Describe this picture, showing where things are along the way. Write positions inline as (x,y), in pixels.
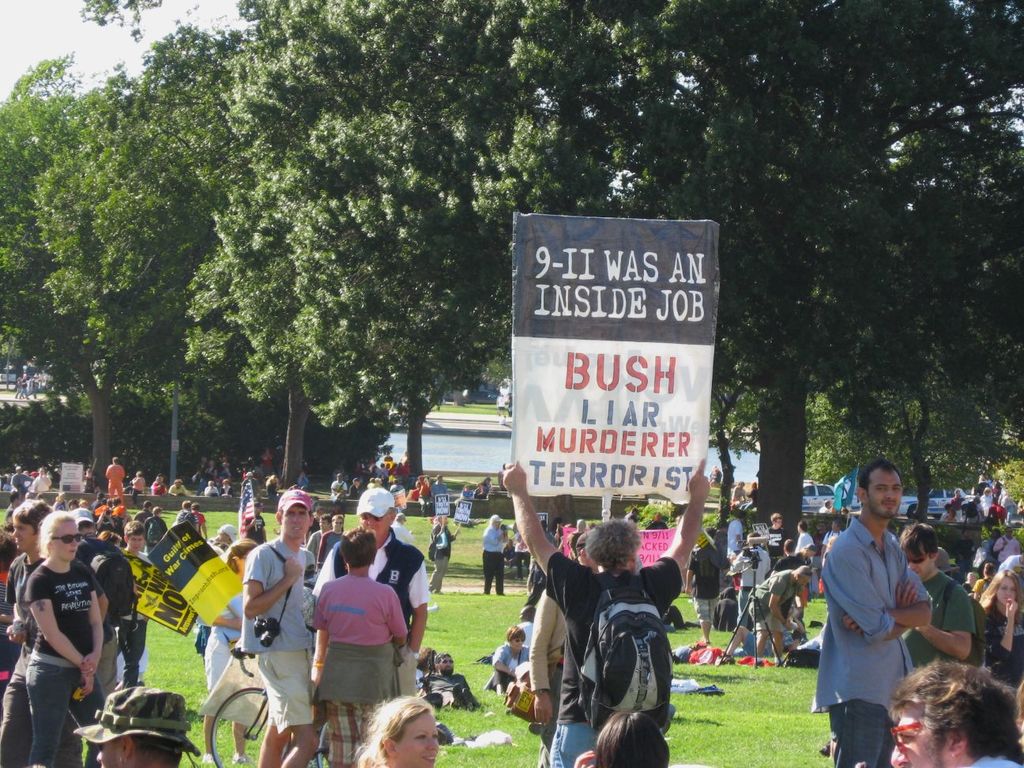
In this image there are many people (891,684) standing and many people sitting on the ground (770,690). There is grass (751,673) on the ground (762,691). There are people (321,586) holding placards (609,481) in their hands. Behind them there are trees (187,332) and plants (132,462) on the ground (446,480). In the background (455,456) there is the water (751,477). To the right (940,511) there are cars (940,500) parked on the ground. In the center (611,461) there is a man (603,547) holding a placard (577,411) in his hands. There is text (624,415) on the placard (606,385). In the top left (43,43) there is the sky (103,29).
